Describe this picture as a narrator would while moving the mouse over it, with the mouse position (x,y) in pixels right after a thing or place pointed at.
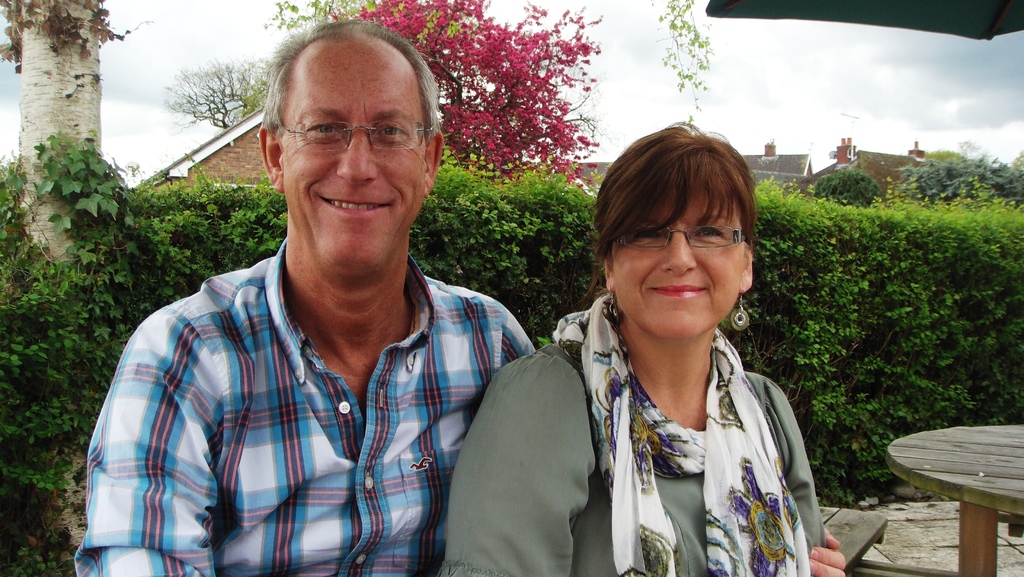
In this image I see a man (381,261) and a woman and both of them are smiling. In the background (231,185) I see plants (61,156), trees (985,176) and few buildings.
